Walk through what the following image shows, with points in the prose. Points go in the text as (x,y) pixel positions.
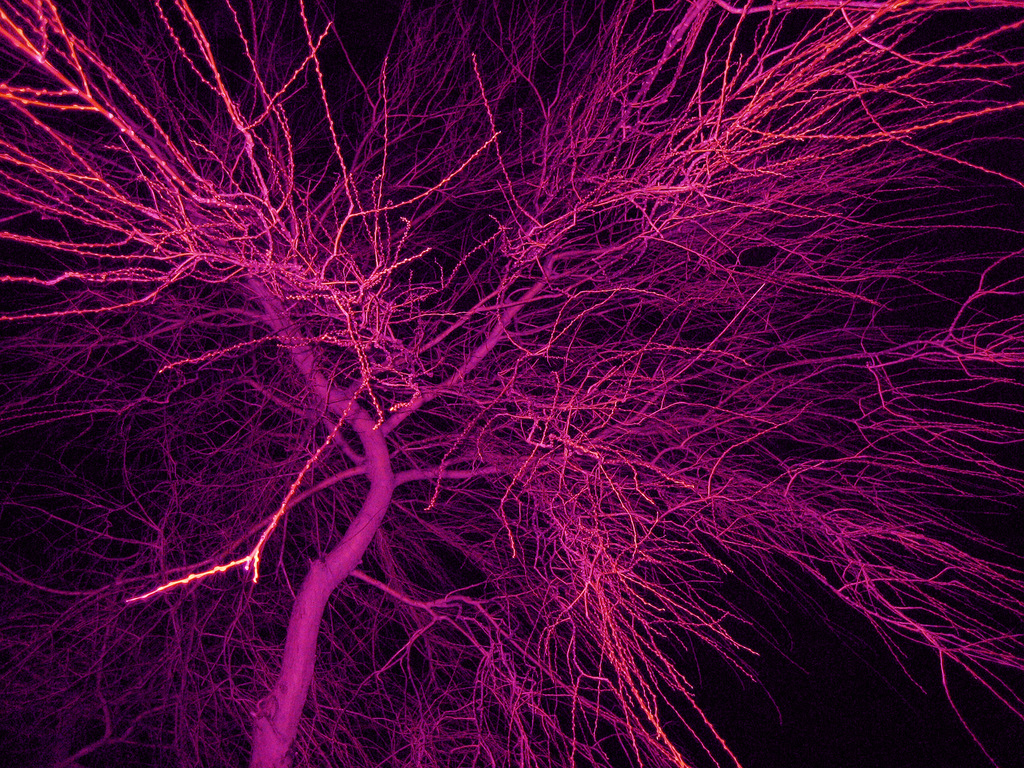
In this image we can see a tree (521,549). Also there is light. In the background (805,642) it is dark.
